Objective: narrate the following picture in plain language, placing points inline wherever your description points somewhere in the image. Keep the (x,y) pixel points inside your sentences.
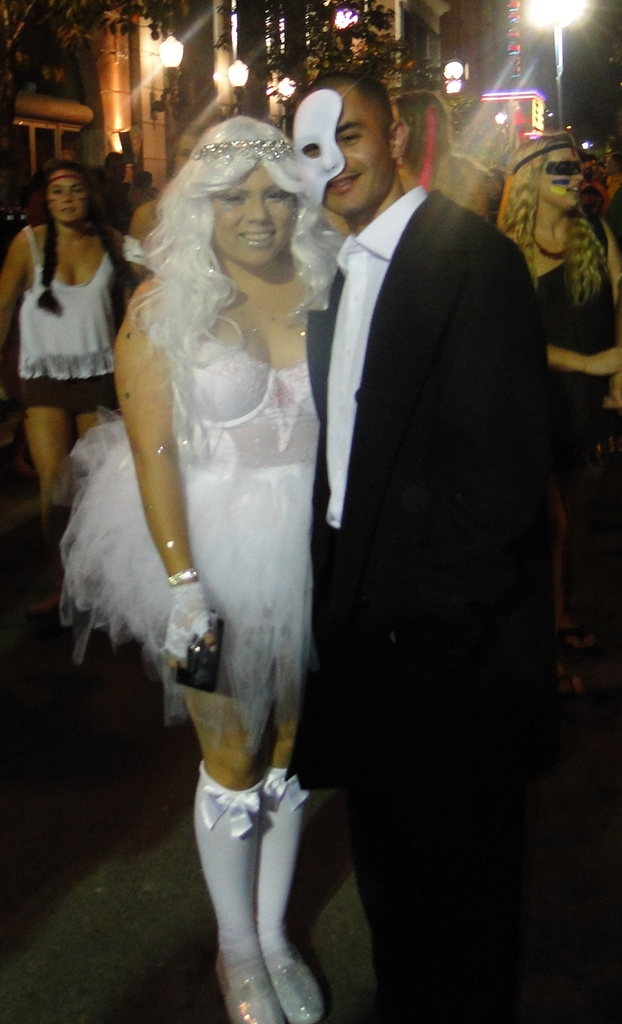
In the center of the image (283,520) we can see two persons (364,361) are standing and wearing costume (251,610) and holding an object (199,639). In the background of the image (94,229) we can see a group of people (123,193) are wearing costume (571,385) and also we can see the wall (145,91), building (226,76), lights (267,93), trees (424,81), poles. At the bottom of the image (97,959) we can see the road (176,862).
